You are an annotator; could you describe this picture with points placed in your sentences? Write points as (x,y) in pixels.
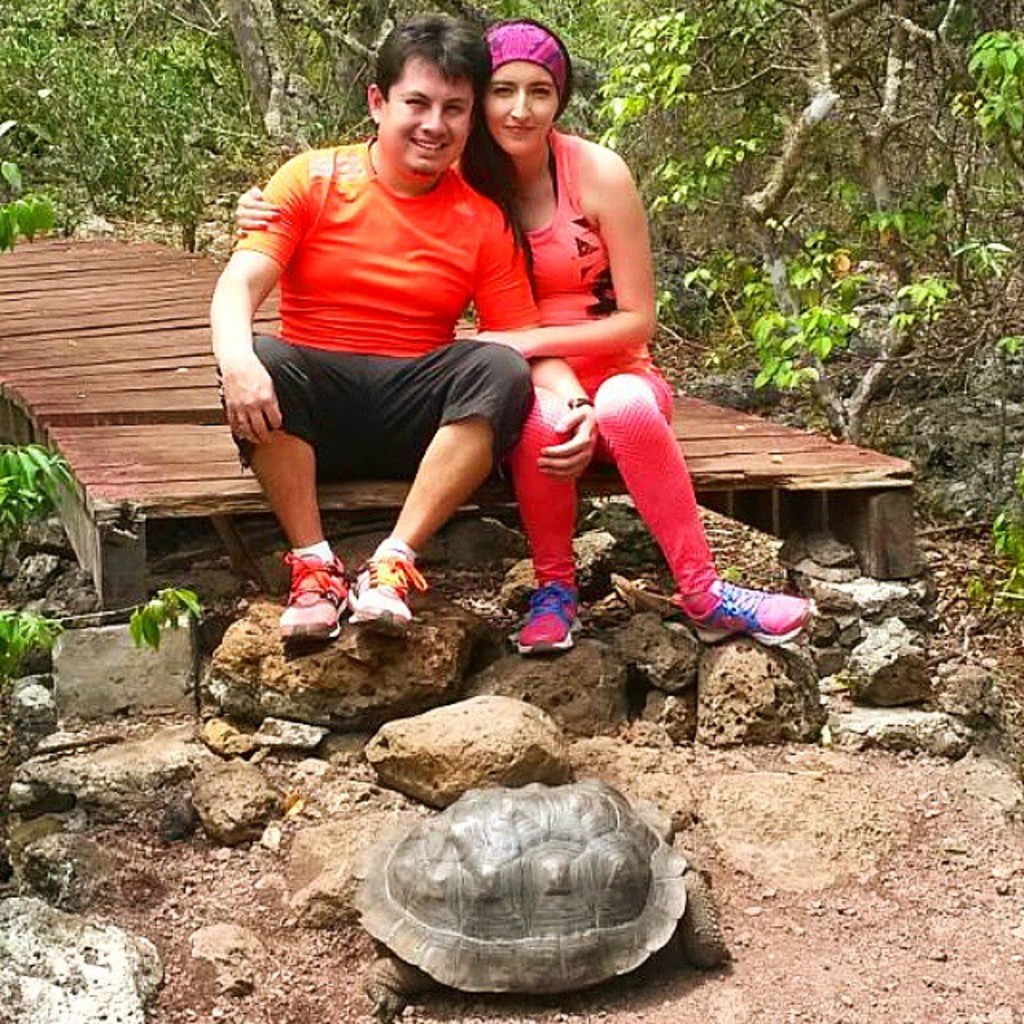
In this picture we can see two people (324,313) smiling, sitting on the wooden platform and in front of them we can see stones (561,688), tortoise (520,837) on the ground (837,803) and in the background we can see trees (319,39).
